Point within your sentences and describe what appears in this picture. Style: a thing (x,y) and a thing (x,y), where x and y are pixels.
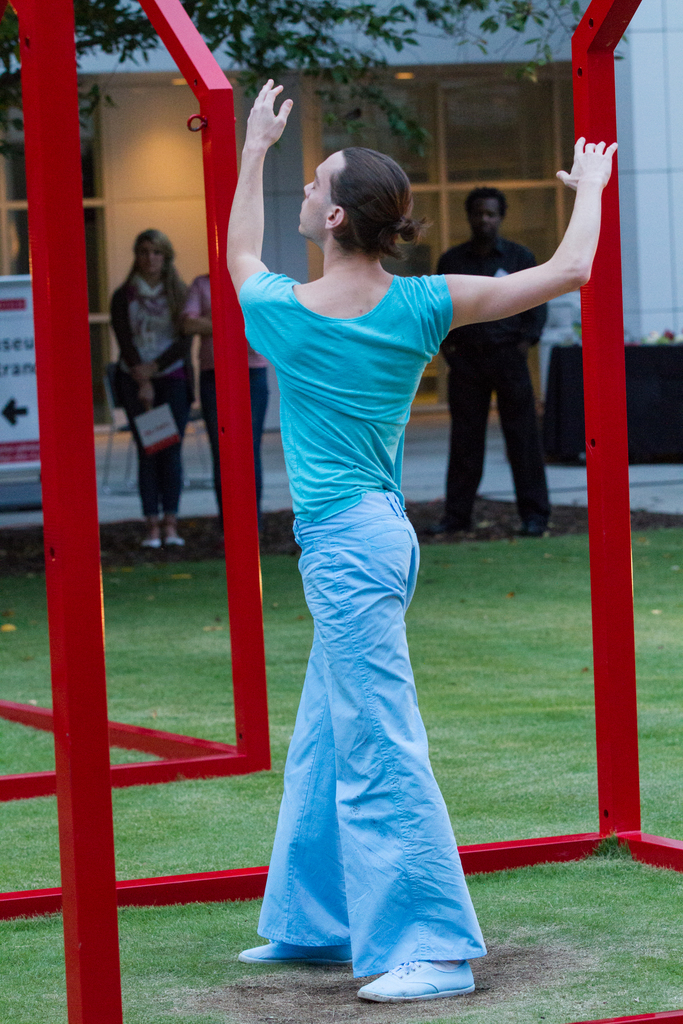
In this picture there is a lady (446,832) in the center of the image (339,354) and there are other people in the background area of the image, there is a building (384,53) at the top side of the image (408,58).
